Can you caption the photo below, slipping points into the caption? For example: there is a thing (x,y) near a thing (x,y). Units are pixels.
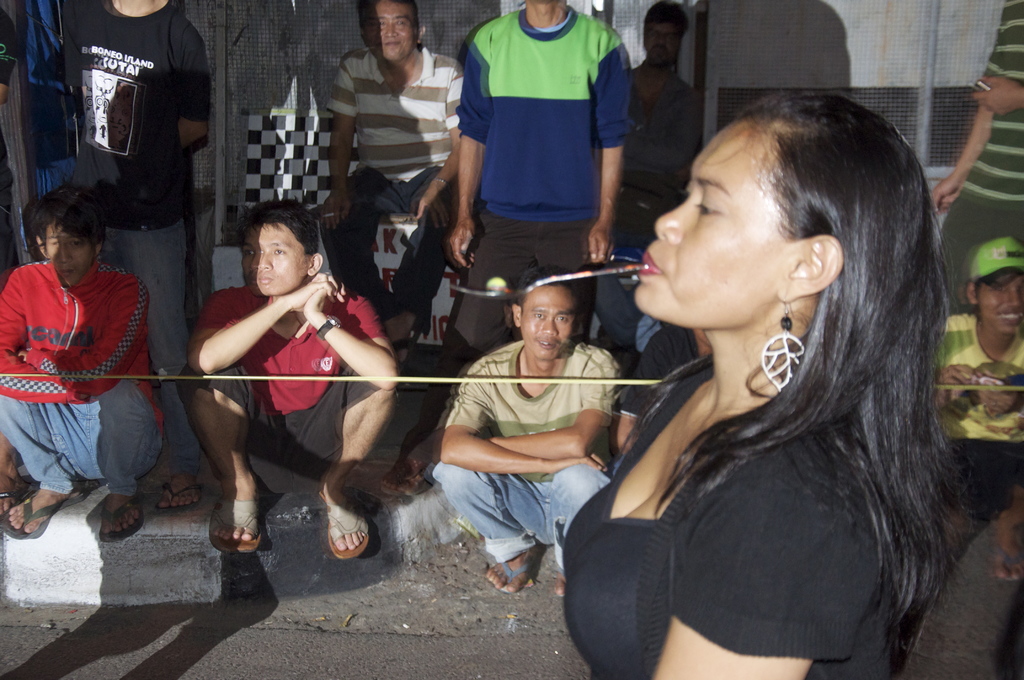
In the image I can a lady (765,235) who is holding something with the mouth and to the side there are some people (477,280), among them some are sitting on the floor (185,631).
